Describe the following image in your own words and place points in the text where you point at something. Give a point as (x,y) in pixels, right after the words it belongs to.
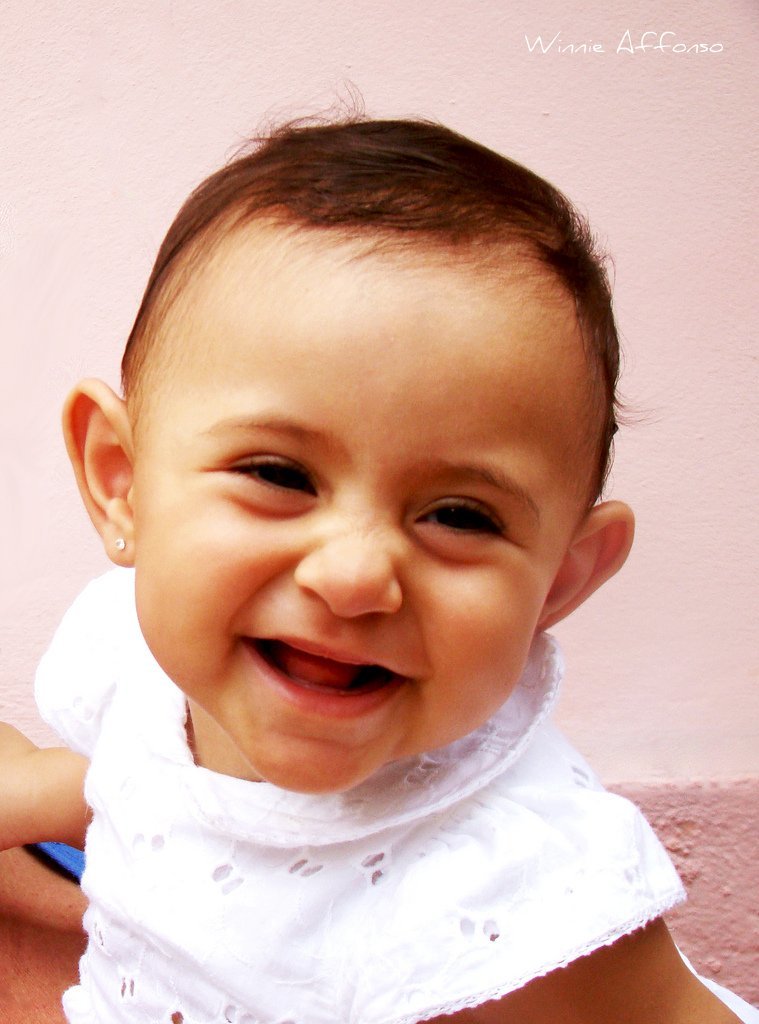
In this picture there is a kid (293,841) smiling. In the background of the image (682,766) we can see the wall (684,817). In the top right side of the image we can see text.
